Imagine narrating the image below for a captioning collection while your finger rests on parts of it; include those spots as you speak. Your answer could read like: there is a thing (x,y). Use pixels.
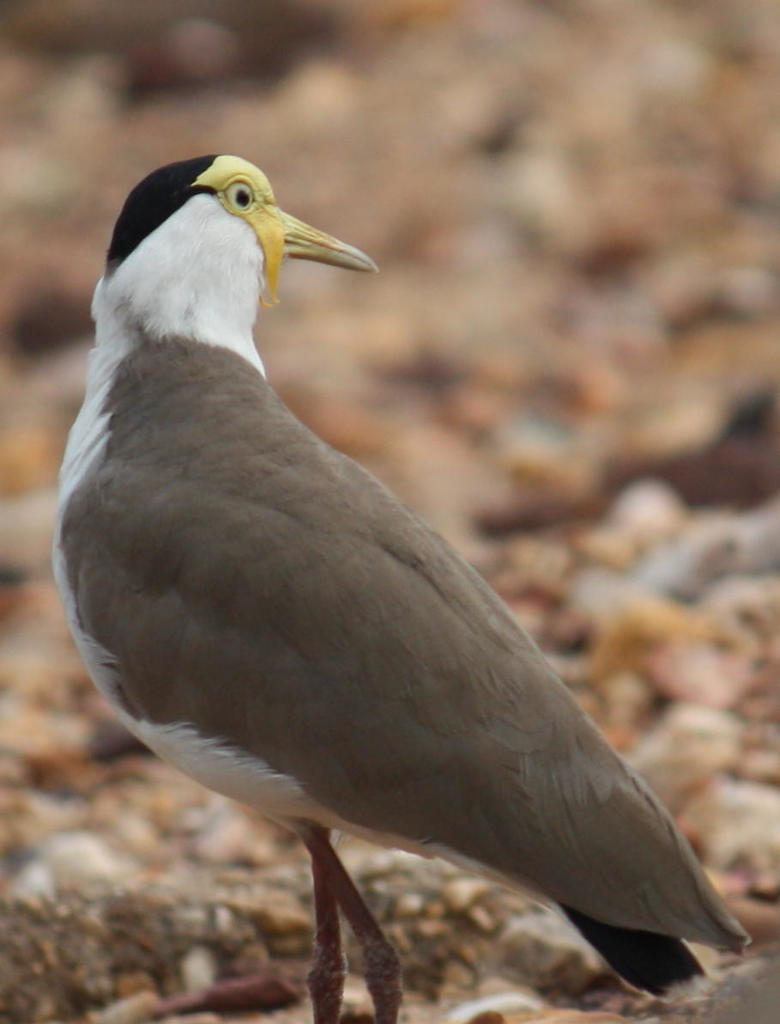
In this picture a bird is looking at right side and background (706,276) is totally blur.
